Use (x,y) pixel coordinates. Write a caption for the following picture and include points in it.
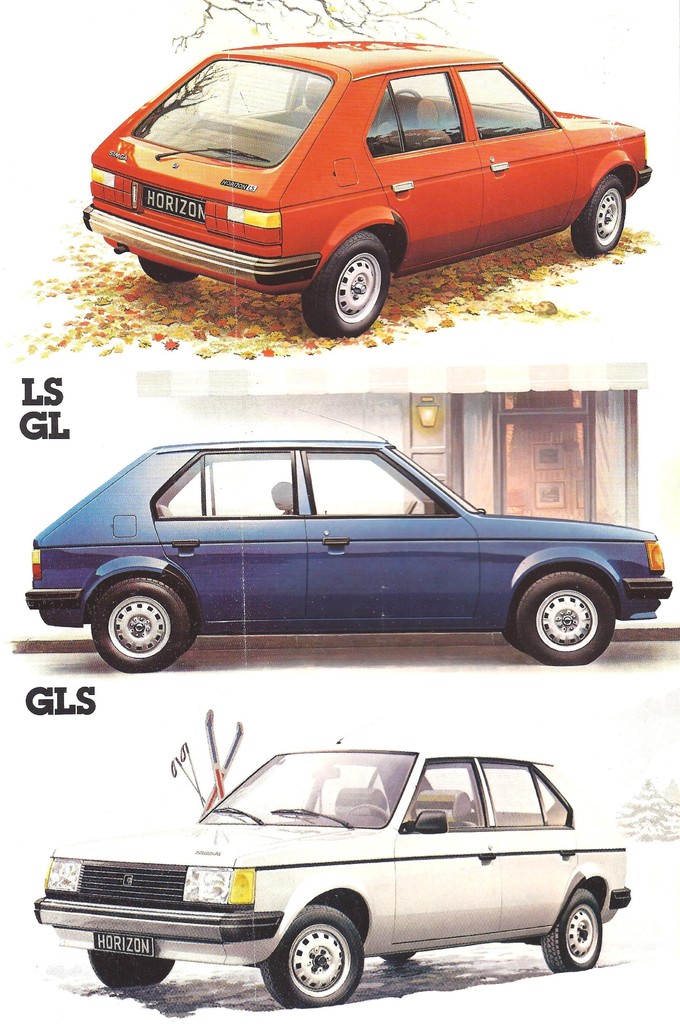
In this picture we can see the collage of three images. At the top (505,132) there is a red color car (402,211) parked on the ground (216,322) and there are some objects (209,320) lying on the ground (562,312). In the center (438,517) there is a blue color car (353,455) parked on the ground (368,652). In the background (514,445) we can see the door (514,420) of a building (431,428) and wall mounted lamp (430,421). At the bottom (91,867) there is a white color car (346,891) parked on the ground (483,983) and there are some sticks (236,742) and we can see the text (54,437) on the image.
